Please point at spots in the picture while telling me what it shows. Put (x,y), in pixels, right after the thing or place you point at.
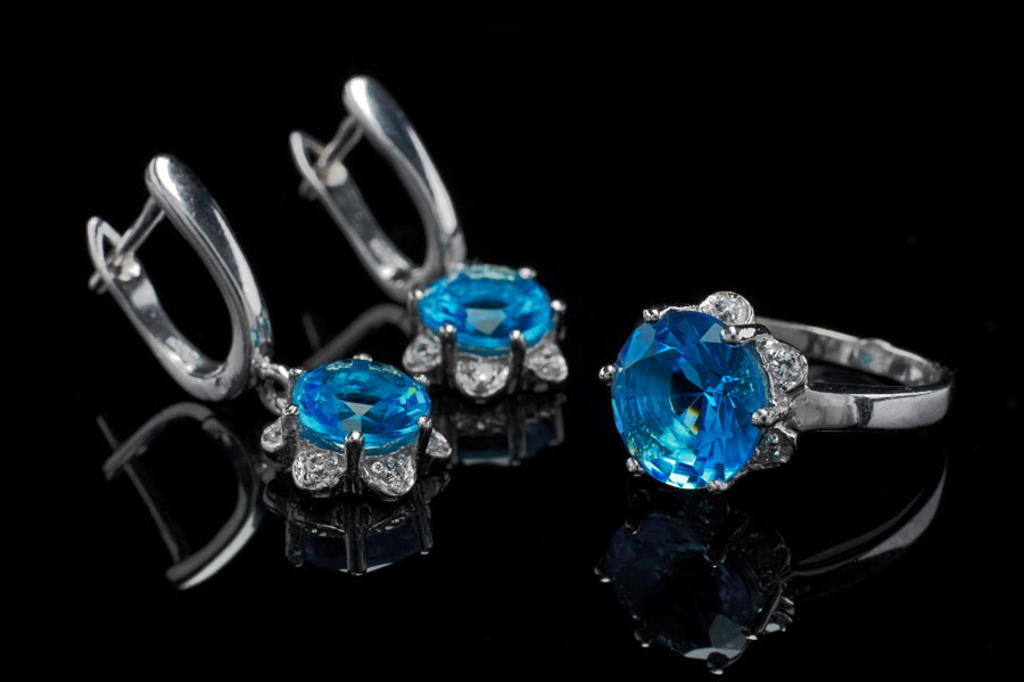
In the center of this picture (660,414) we can see a ring (902,398) and earrings (537,311) and the finger ring (627,379) and earrings (240,345) are studded with the blue color stones (454,318). The background of the image (923,191) is black in color.
